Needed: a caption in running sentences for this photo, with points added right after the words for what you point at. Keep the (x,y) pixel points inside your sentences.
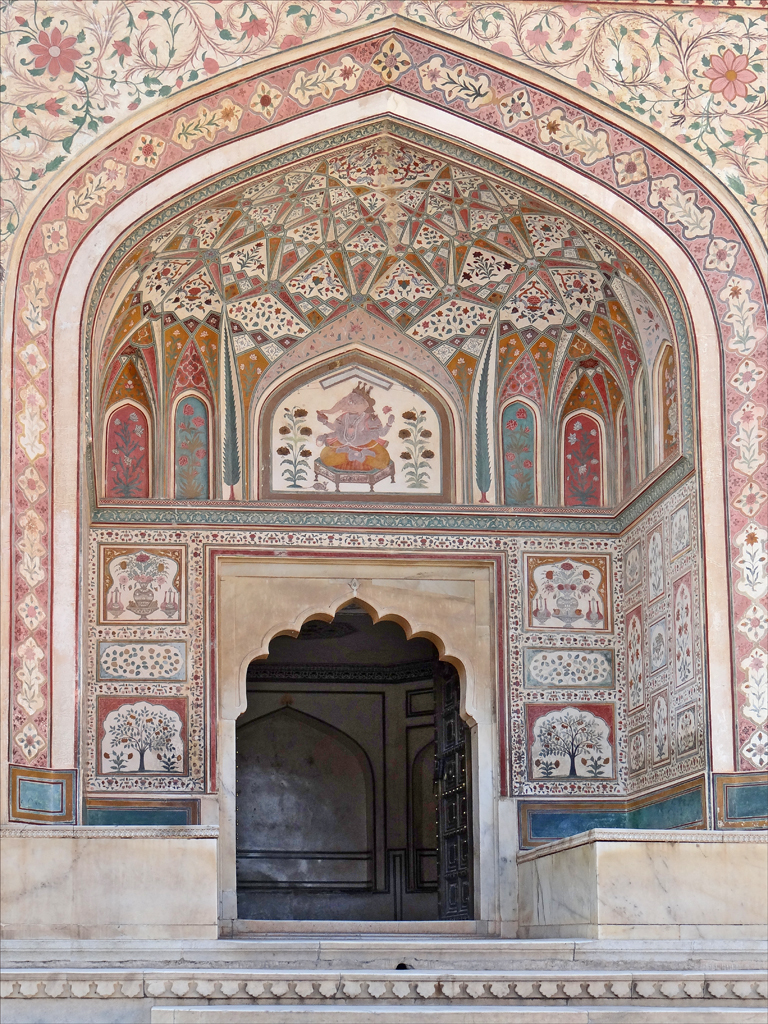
In this picture we can see a door (447,821) and there are paintings (464,535) on the walls (223,389).
